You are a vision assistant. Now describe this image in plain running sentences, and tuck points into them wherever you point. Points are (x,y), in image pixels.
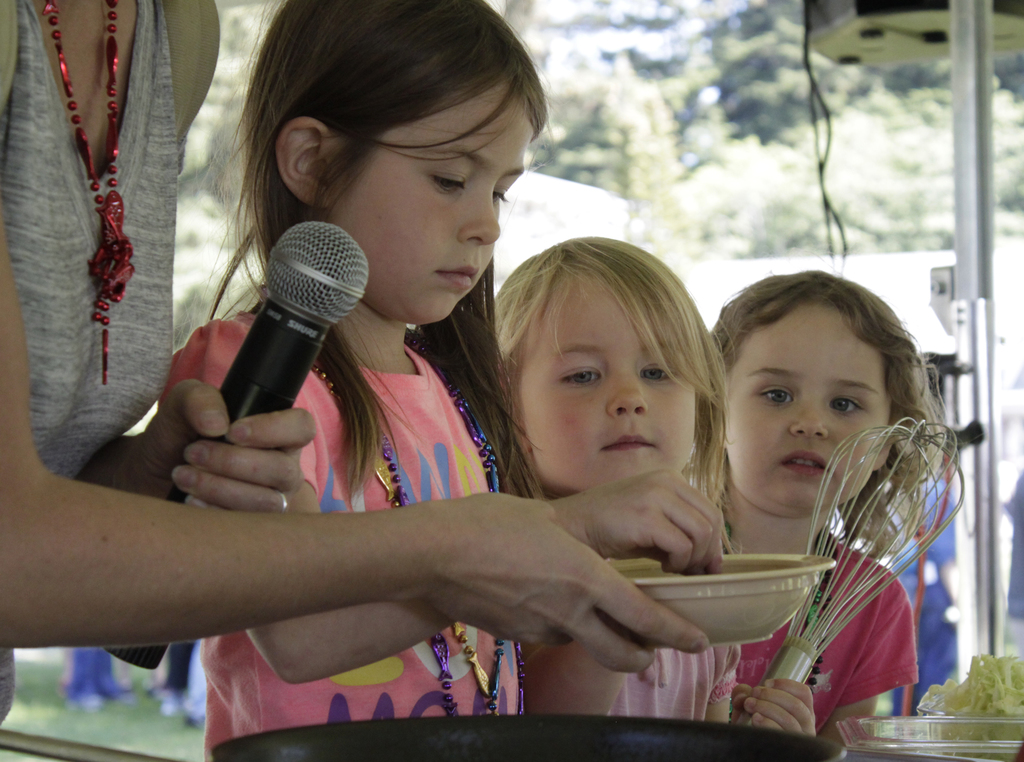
In this image we can see few people (520,422). On the left side of the image (272,431) we can see a person (274,547) holding a mike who is truncated. Here we can see a bowl (695,579), food items (998,672), and few objects (926,755). In the background (609,56) we can see pole (986,561), wall (1013,357), and trees (707,117).
